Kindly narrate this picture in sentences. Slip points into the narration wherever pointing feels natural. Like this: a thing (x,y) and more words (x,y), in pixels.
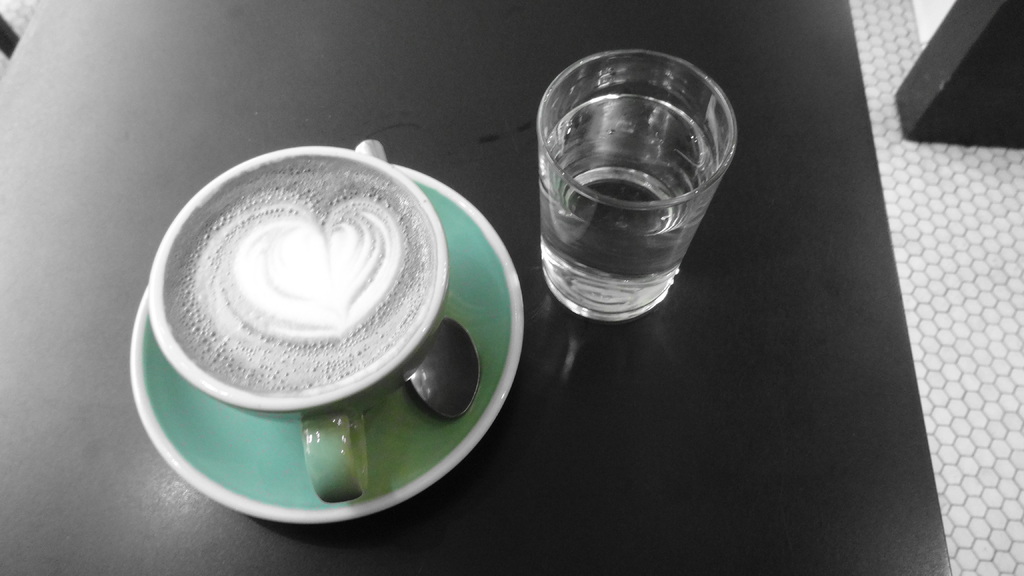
A coffee cup (336,253) and a glass (579,225) of water (587,208) are placed on a table (433,106).
